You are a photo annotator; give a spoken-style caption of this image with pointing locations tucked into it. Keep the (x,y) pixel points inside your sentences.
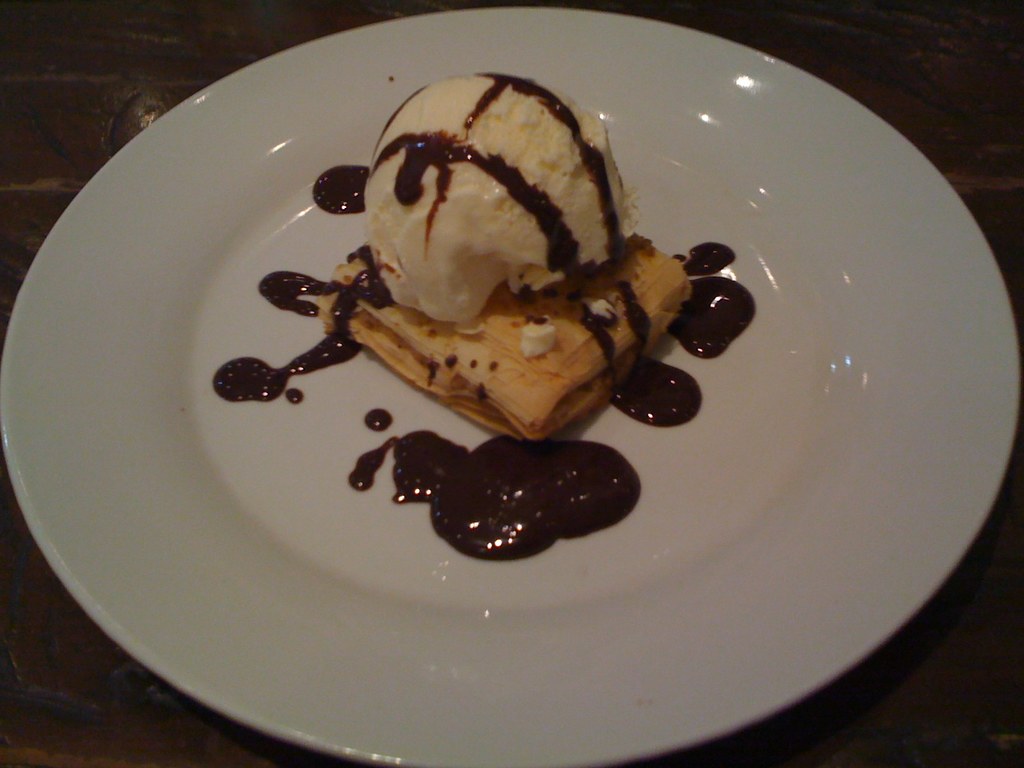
In this picture we can see food (501,269) in the plate (235,670) and we can see dark background (966,51).
